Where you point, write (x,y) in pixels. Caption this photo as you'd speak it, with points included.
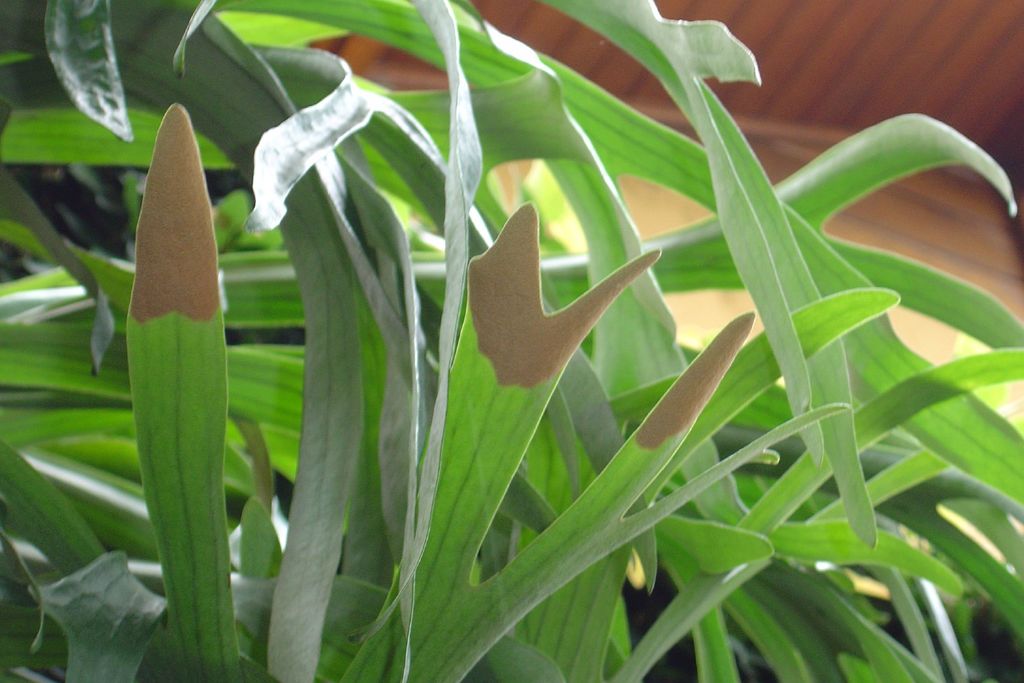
In the picture we can see a plant (230,658) with long leaves (400,677) and behind it we can see a wooden wall (941,60).
